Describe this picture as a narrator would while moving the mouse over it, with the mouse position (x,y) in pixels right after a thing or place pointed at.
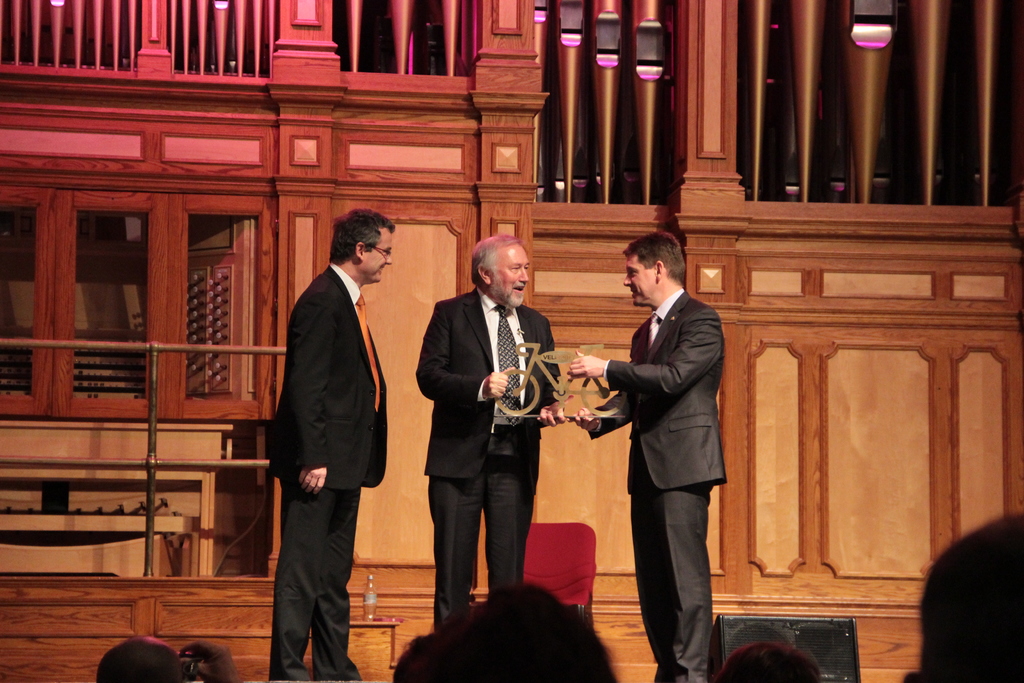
In the picture we can see three men (321,609) are standing on the stage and one man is giving an award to another man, they are in blazers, ties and shirts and behind them we can see a structure (379,79) of house wall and in front of them we can see some people (988,625).
